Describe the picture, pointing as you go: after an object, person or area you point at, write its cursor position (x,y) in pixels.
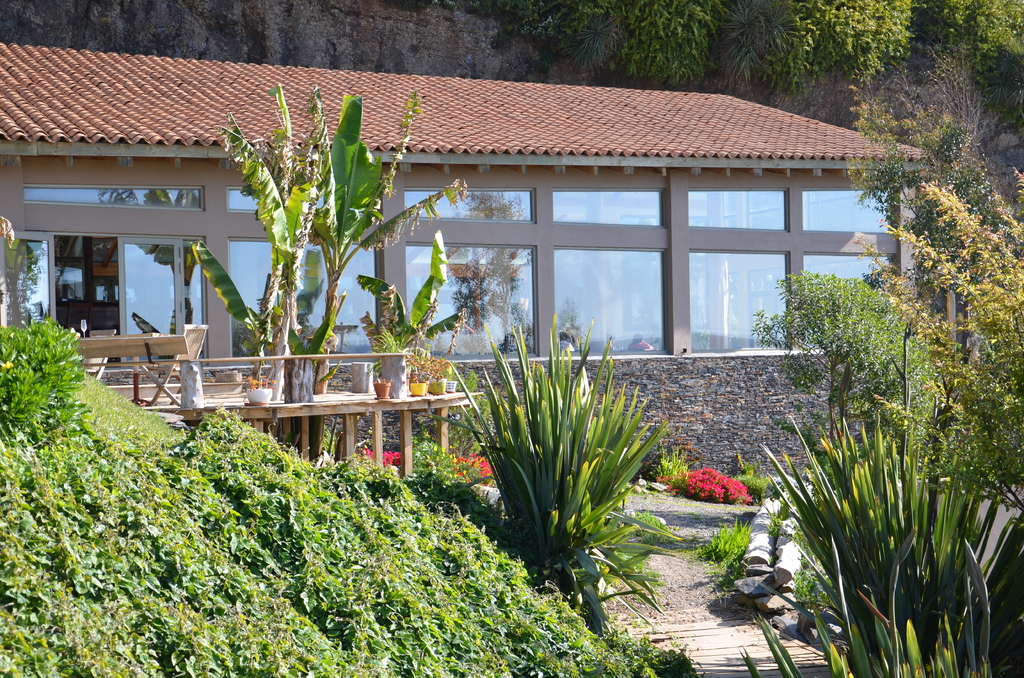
In this image we can see there is a house (581,209), there are window glasses (652,280), there are many plants (329,326), there are flower pots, at the back (698,28) there are many trees (736,43).
